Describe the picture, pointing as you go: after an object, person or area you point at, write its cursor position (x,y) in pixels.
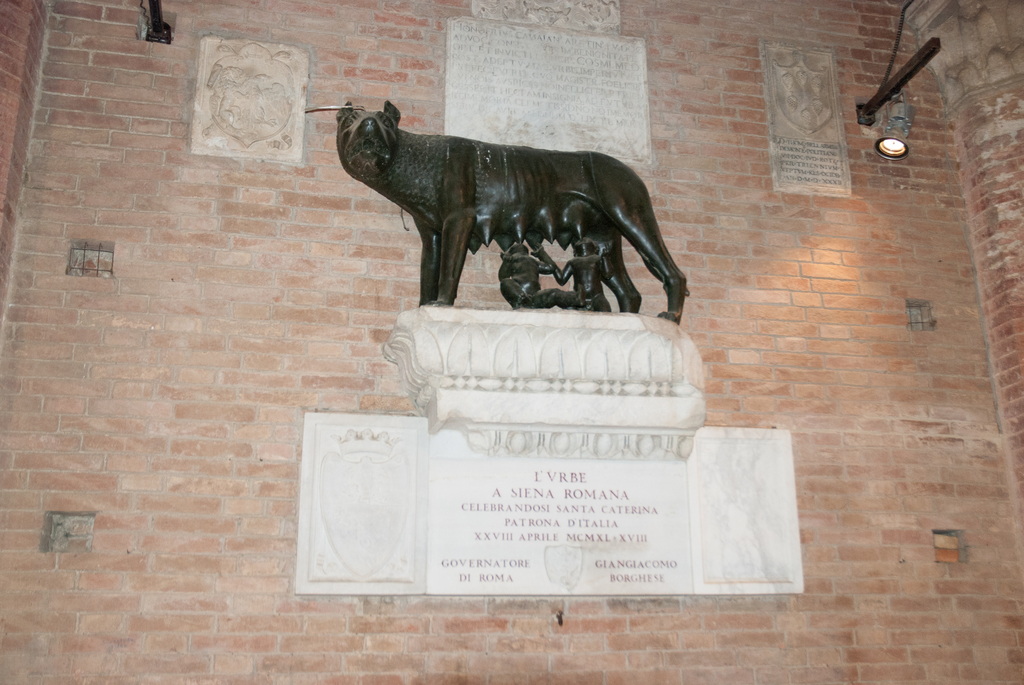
In this image I can see the wall (424,109) and on the wall (105,182) I can see animal sculpture (448,161) and I can see a light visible on the wall (117,430).
